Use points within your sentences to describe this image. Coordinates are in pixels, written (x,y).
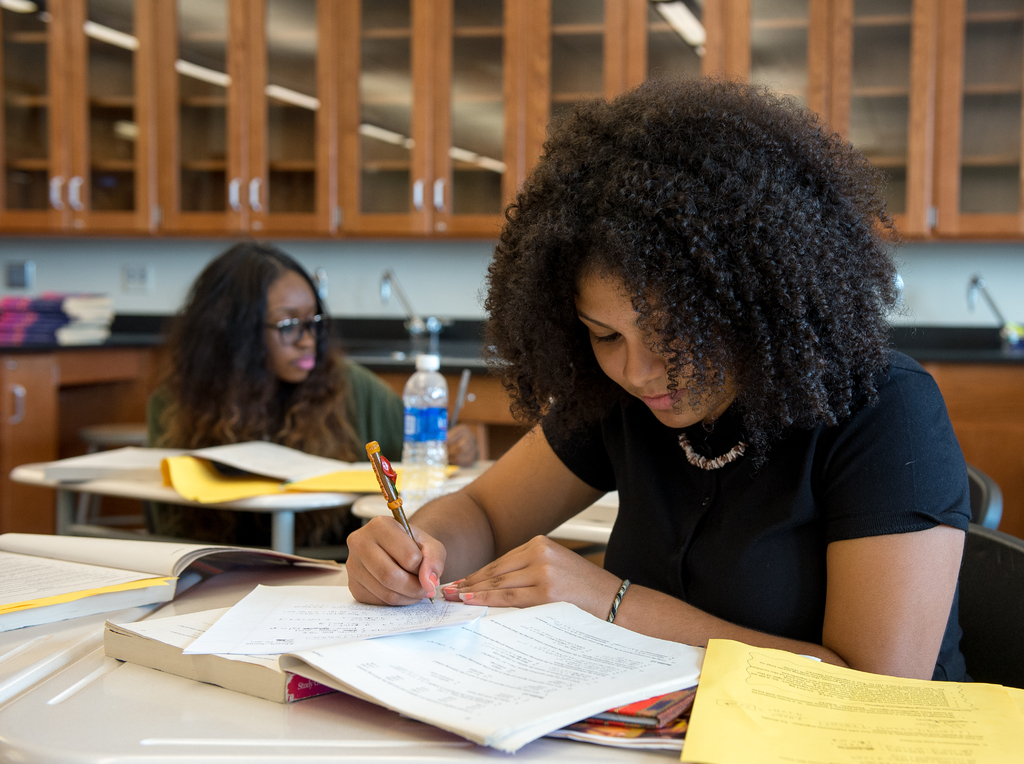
Here in this picture we can see two women (570,304) sitting on chairs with tables (333,574) in front of them having books (135,557) on it and the woman (366,558) in the front (366,558) is writing something on the paper (397,612) and we can see a bottle of water (403,400) present on the table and behind them we can see racks (65,198) present and we can also see books (43,316) present on the table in blurry manner.
